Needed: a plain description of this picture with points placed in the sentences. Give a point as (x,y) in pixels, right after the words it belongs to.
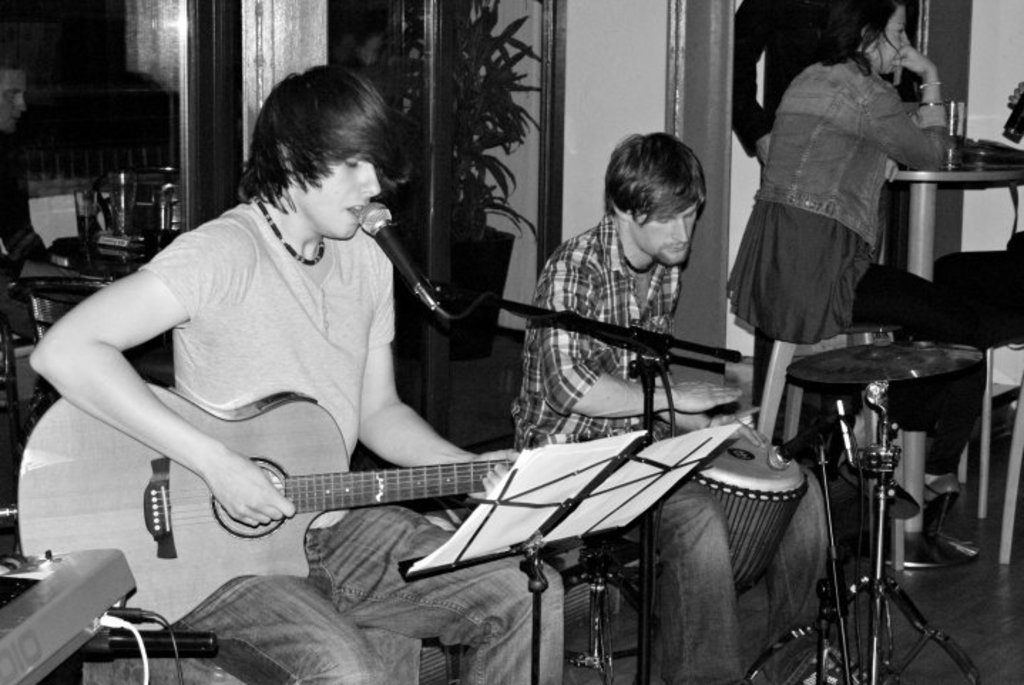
This is a black and white picture. Here we can see two persons (250,642) are sitting on the chairs (206,680). They are playing some musical instruments (853,666). This is mike (378,231). Here we can see a woman (866,13) sitting on the chair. This is floor (951,590) and there is a plant (470,236).
